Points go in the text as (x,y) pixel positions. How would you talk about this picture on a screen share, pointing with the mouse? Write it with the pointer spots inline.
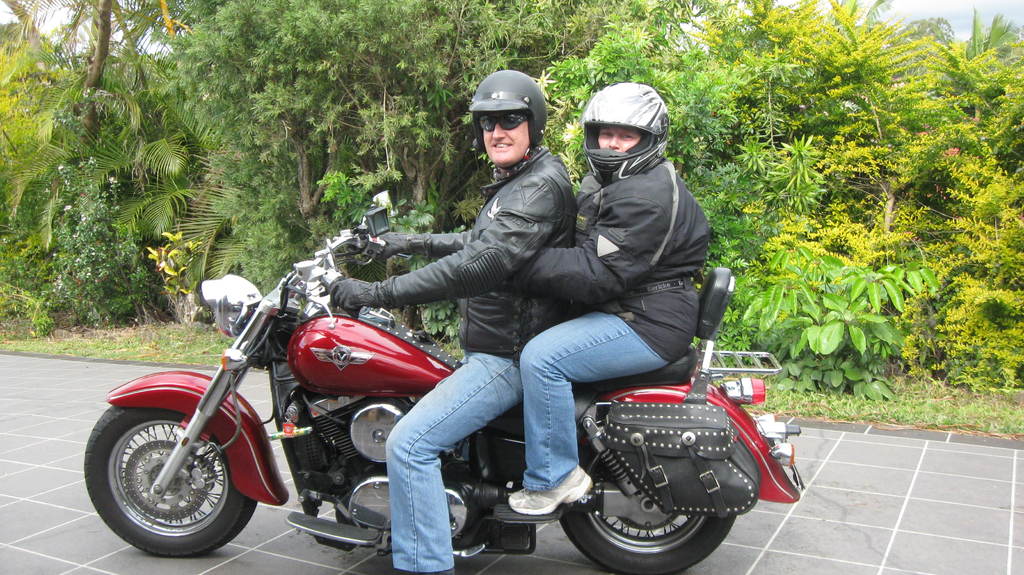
In this image we can see group of persons (649,277) wearing jackets (615,310) and helmets (533,120) and goggle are sitting on a motorcycle (202,405) parked on the ground (263,525). In the background (1004,334), we can see trees (792,45) and sky (963,16).
